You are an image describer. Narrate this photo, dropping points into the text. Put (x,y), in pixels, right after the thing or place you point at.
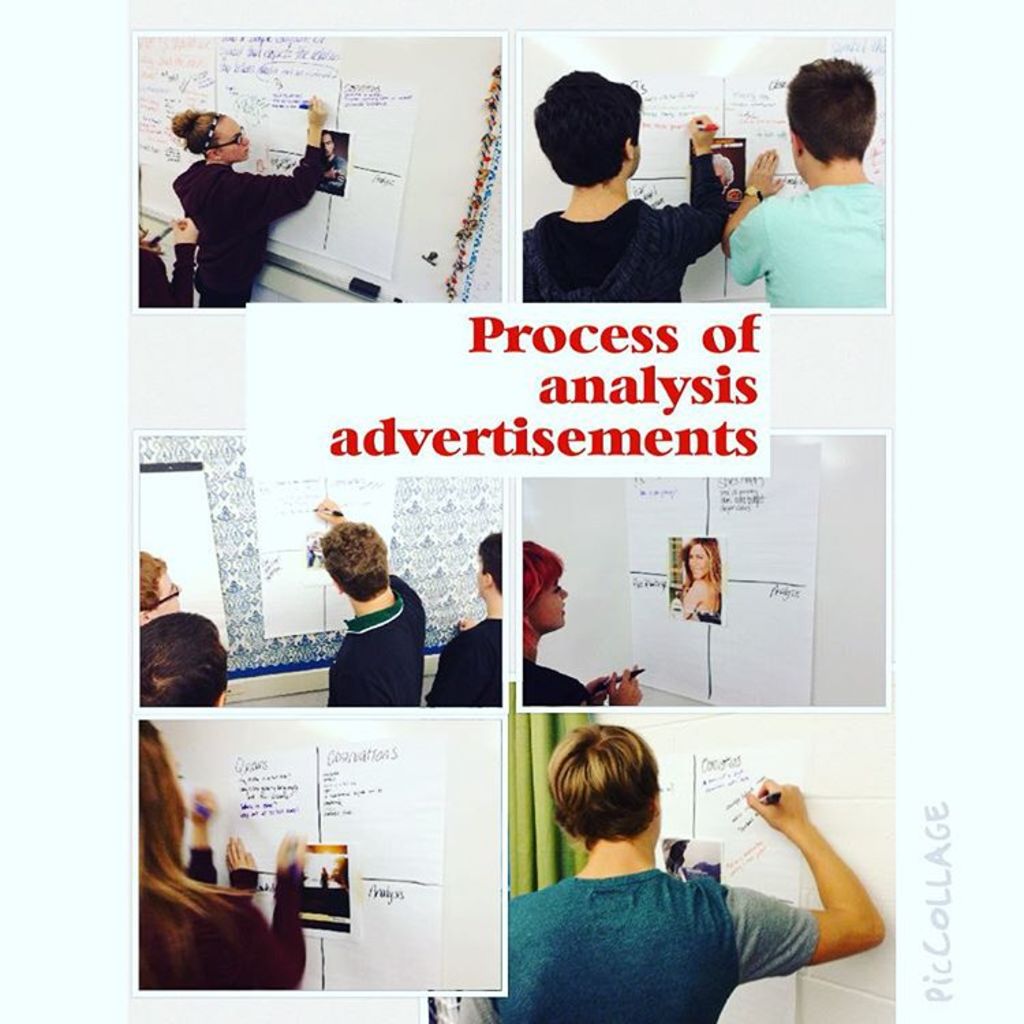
In this image we can see the whiteboard (381,56) on the wall (494,177). Here we can see the sheet of papers (321,775) on the white board (320,271). Here we can see a few persons (286,188) holding the sketch pen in their hands (317,122) and they are writing something on the sheet of white paper (358,168).
